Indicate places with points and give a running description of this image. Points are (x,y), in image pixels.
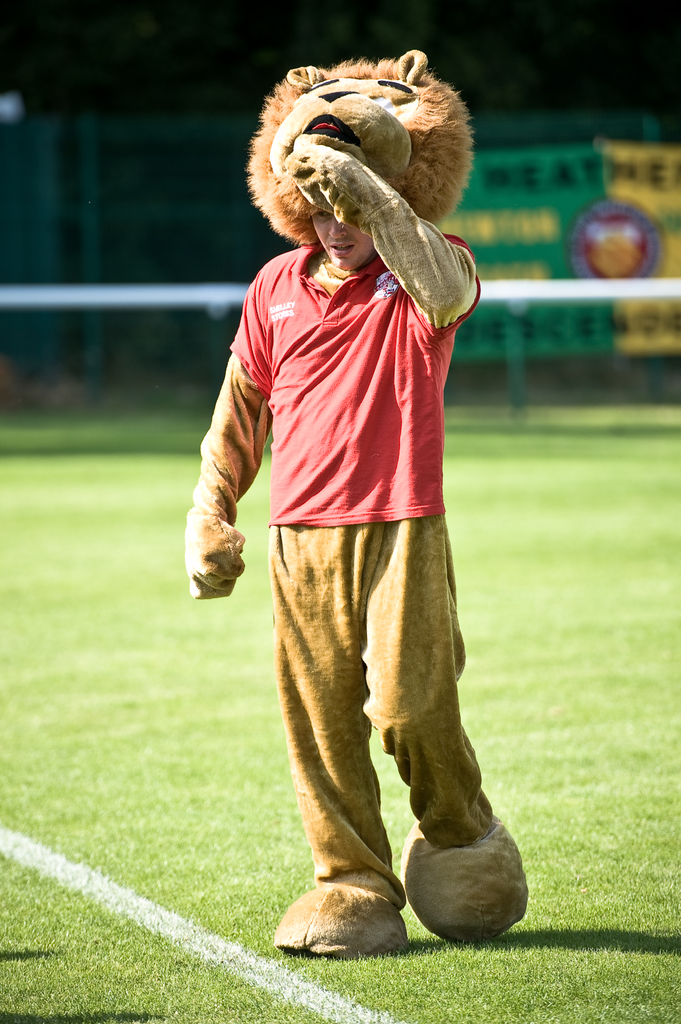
In the middle of the image (247,479) a person (264,110) is walking. Behind him there is grass (552,453) and fencing (220,116). Background of the image (19,291) is blur.
